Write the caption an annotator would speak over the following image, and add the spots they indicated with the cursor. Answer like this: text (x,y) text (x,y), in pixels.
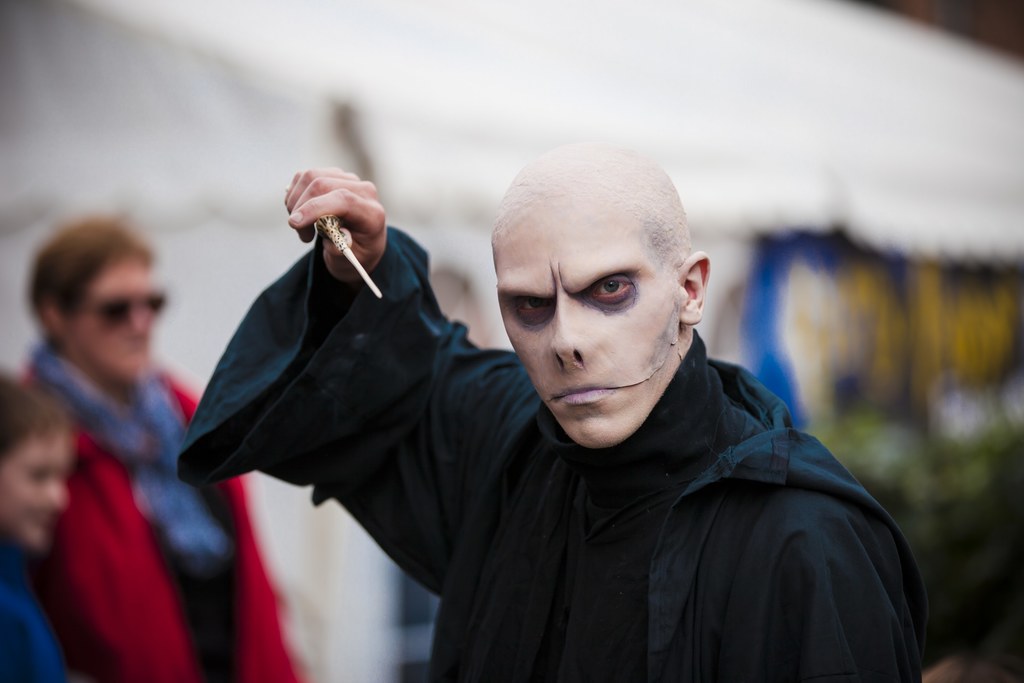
In the middle of the image (396,438) a man (612,600) is standing and holding a stick (340,234). Behind him few people (42,274) are standing. Background of the image (16,297) is blur.
